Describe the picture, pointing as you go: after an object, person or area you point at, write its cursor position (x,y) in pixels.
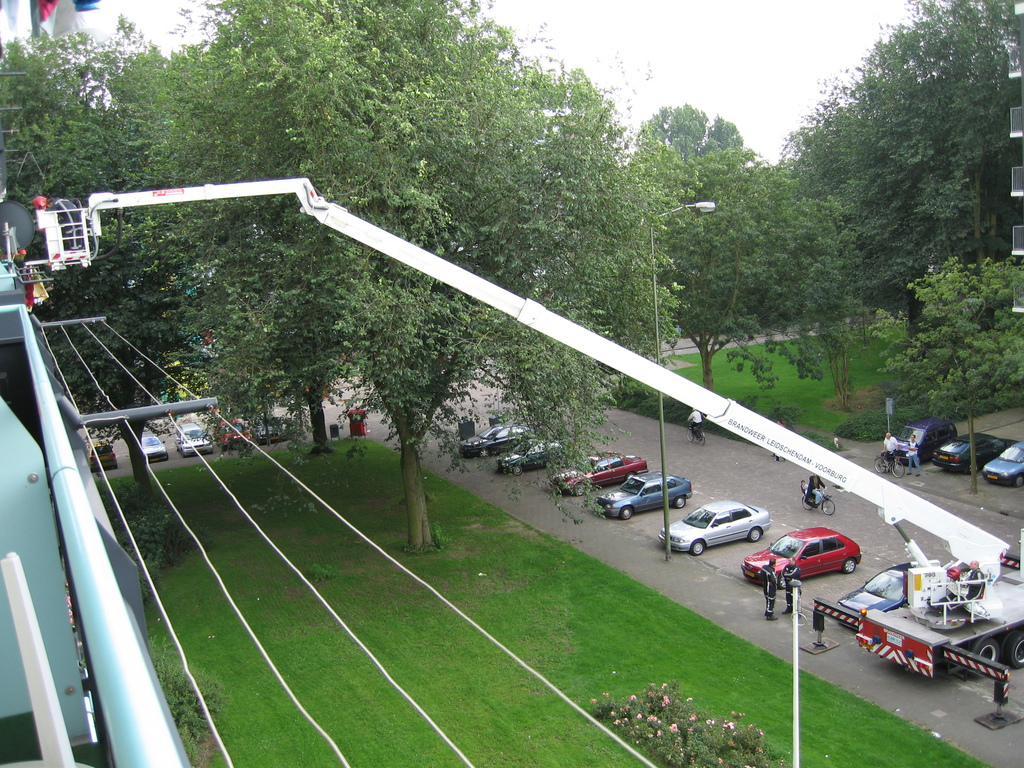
In this image we can see few cars (498,453) parked on the road (709,498), there is a crane (937,570) beside the car (756,559), few people (805,488) are riding bicycles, two persons (790,569) are standing near the car (808,555) and there are few trees (680,296), plants (675,720), grass (717,664), a street light (664,499), wires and the sky (752,41) on the top (752,84).
